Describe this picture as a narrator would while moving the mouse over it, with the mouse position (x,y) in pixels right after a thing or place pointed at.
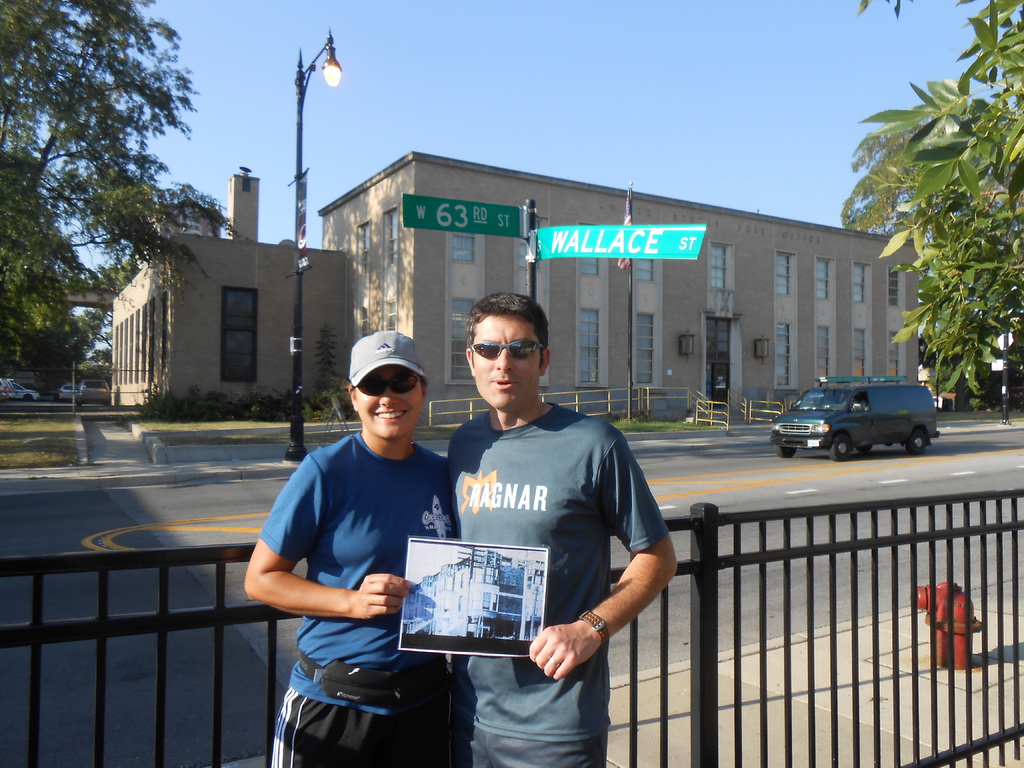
In the middle of the image (556,461) we can see a man (527,486) and woman (427,530), they both are holding a poster (486,583), beside them we can see metal rods (765,626) and a water hydrant (924,594), in the background (781,321) we can see a building (779,308), few trees (978,383), poles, sign boards (666,236) and vehicles (82,390), also we can see a light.
